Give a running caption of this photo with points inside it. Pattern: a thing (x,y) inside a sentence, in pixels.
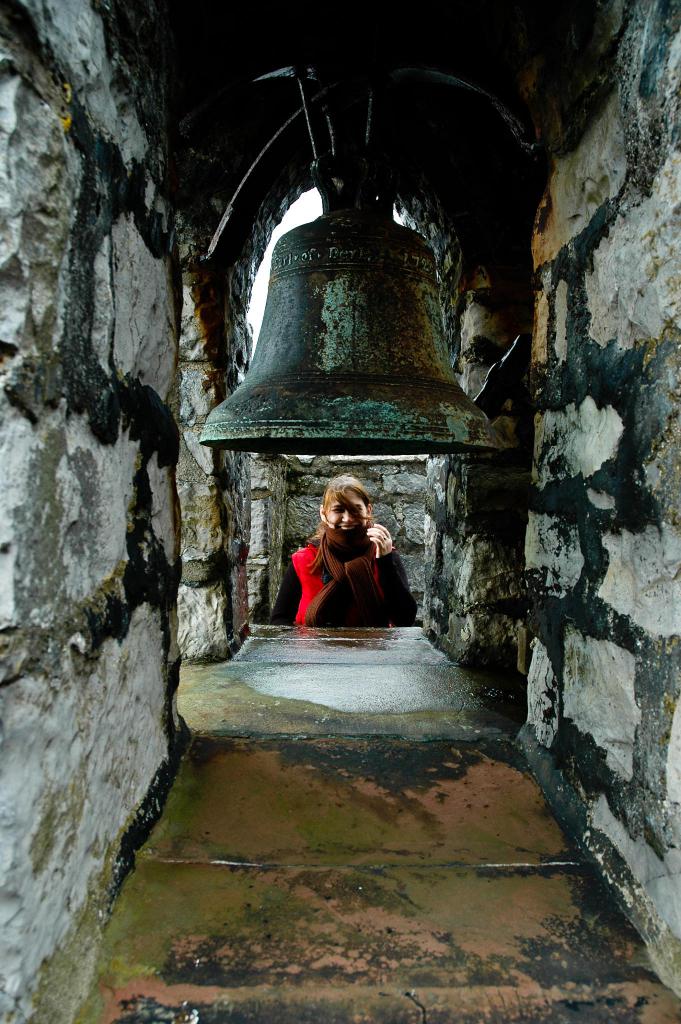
In this image there is a bell (393,402) attached to the roof (388,97). Behind the floor (380,638) there is a person (384,576). Behind her there is a wall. Behind the bell (376,299) there is sky (304,215). There is a wall (28,281) having an entrance (294,469).
